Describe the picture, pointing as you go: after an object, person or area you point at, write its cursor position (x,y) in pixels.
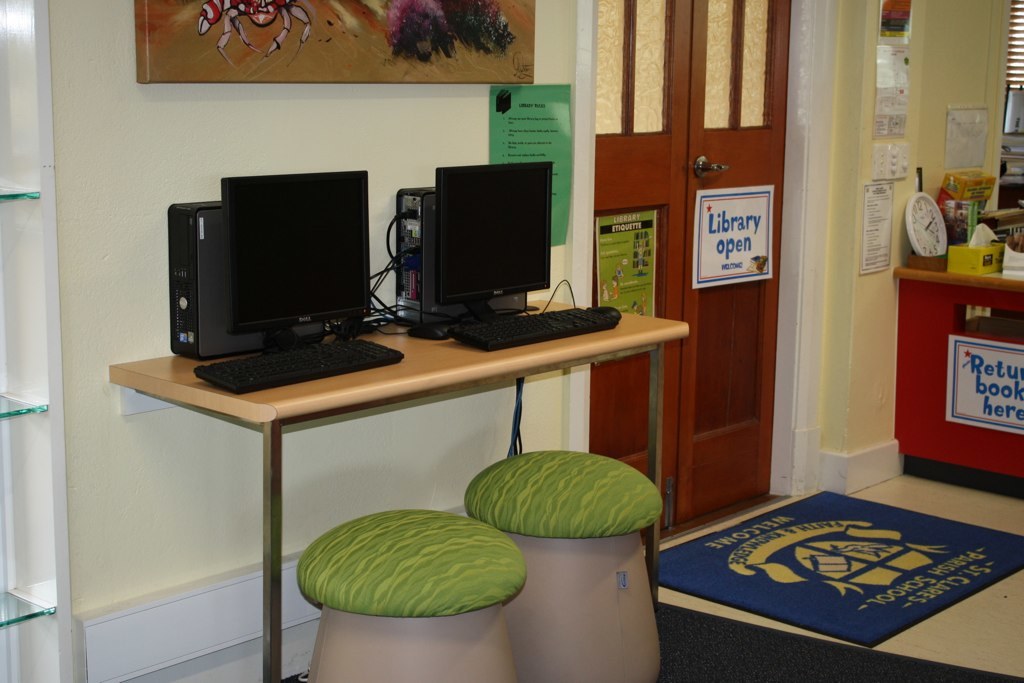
In this image we can see monitors (326,292), CPUs (433,231), table (376,382), wall (485,390), door (616,391), stools (455,580), name boards (505,89) and other objects (45,237). On the right side of the image (928,227) there is a clock (911,224), name boards (894,52), table (1005,315) and other objects (1009,226). At the bottom of the image (793,542) there is the mat (778,566). On the left side of the image (53,11) there is the wall (65,82).
